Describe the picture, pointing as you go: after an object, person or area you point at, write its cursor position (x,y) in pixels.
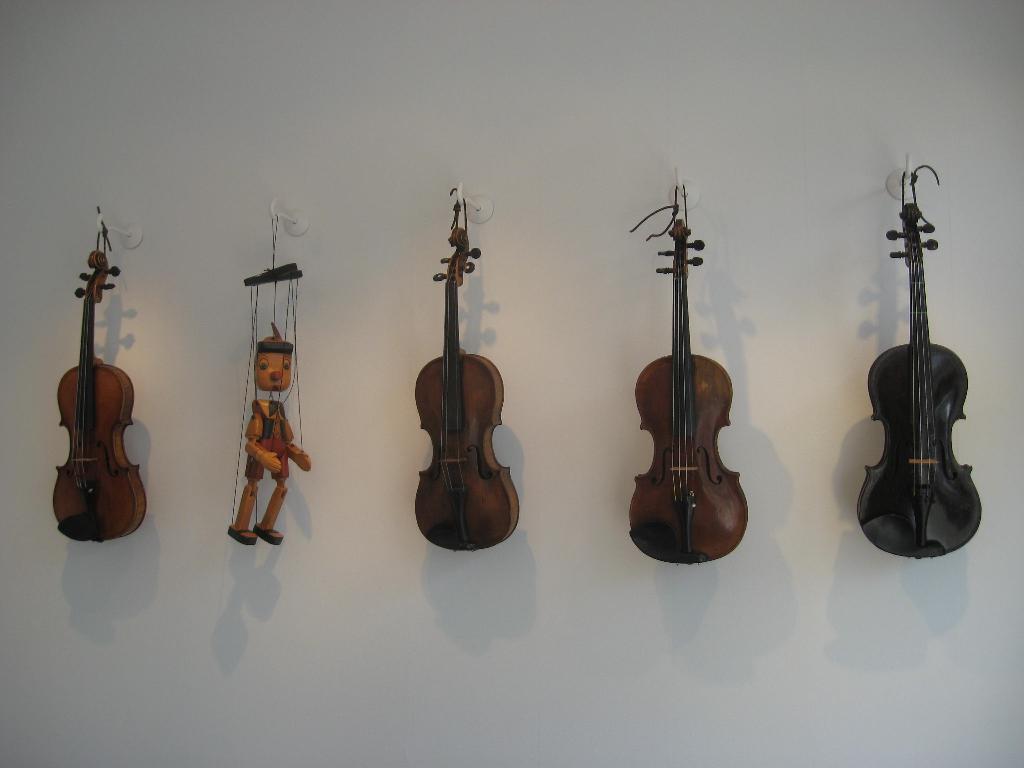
In the image there are violins (470,429) which are hanged on to the wall (783,329) and there is a toy (267,430) in the left side (290,347) middle.
